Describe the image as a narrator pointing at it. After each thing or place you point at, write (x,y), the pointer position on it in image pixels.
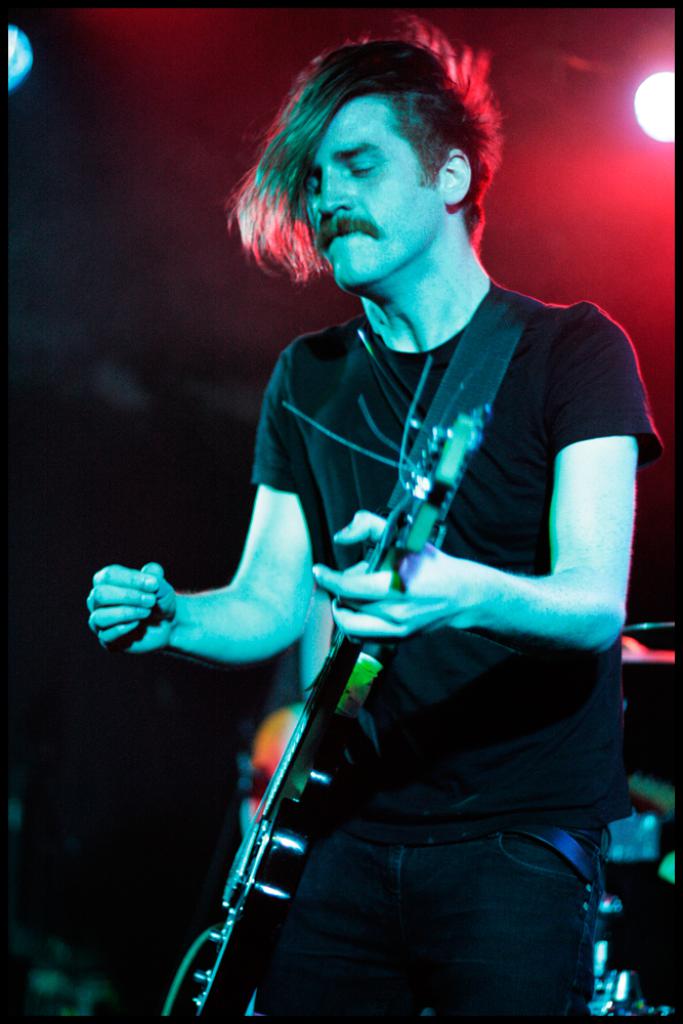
In this Image I see a man (388,315) who is standing and holding a guitar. In the background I see the light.
